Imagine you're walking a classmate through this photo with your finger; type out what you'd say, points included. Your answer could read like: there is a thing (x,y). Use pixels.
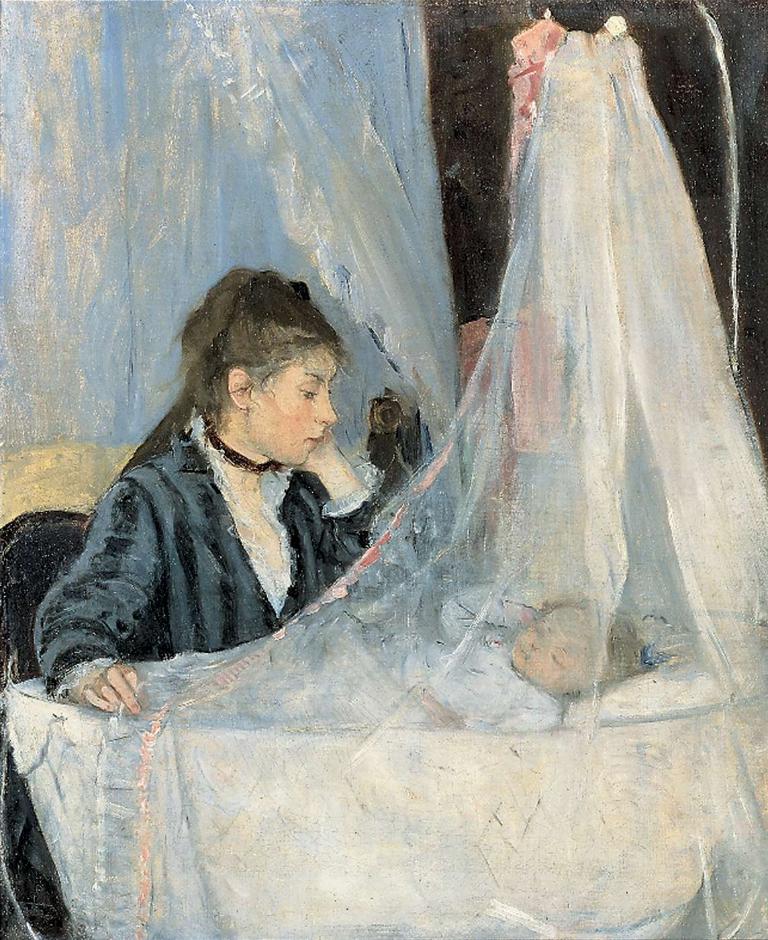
In this picture we can see the painting (197,473) of a person (242,526) and a baby (538,650) is laying on a cradle (260,645). On the right side of the person (284,407) there is a cloth (610,345).
